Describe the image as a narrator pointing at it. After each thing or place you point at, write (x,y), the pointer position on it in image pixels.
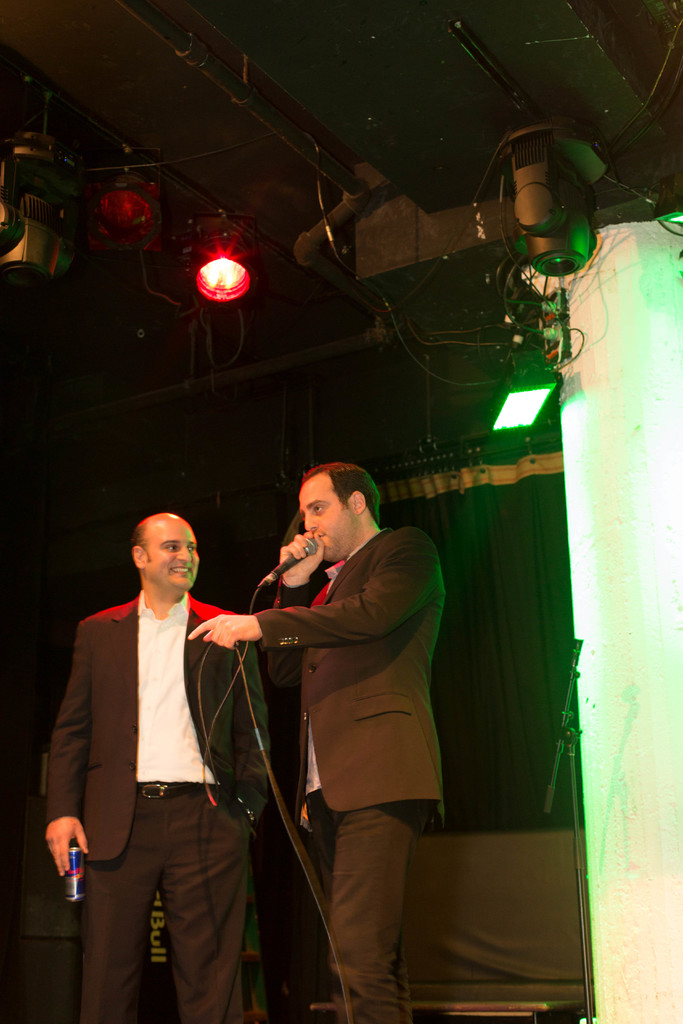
In this picture I can see two men (162,733) standing among them the man (370,719) on the right side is holding a microphone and the man (166,693) on the left side (142,727) is holding a tin can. These people (96,857) are wearing suits (227,844). In the background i can see lights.
